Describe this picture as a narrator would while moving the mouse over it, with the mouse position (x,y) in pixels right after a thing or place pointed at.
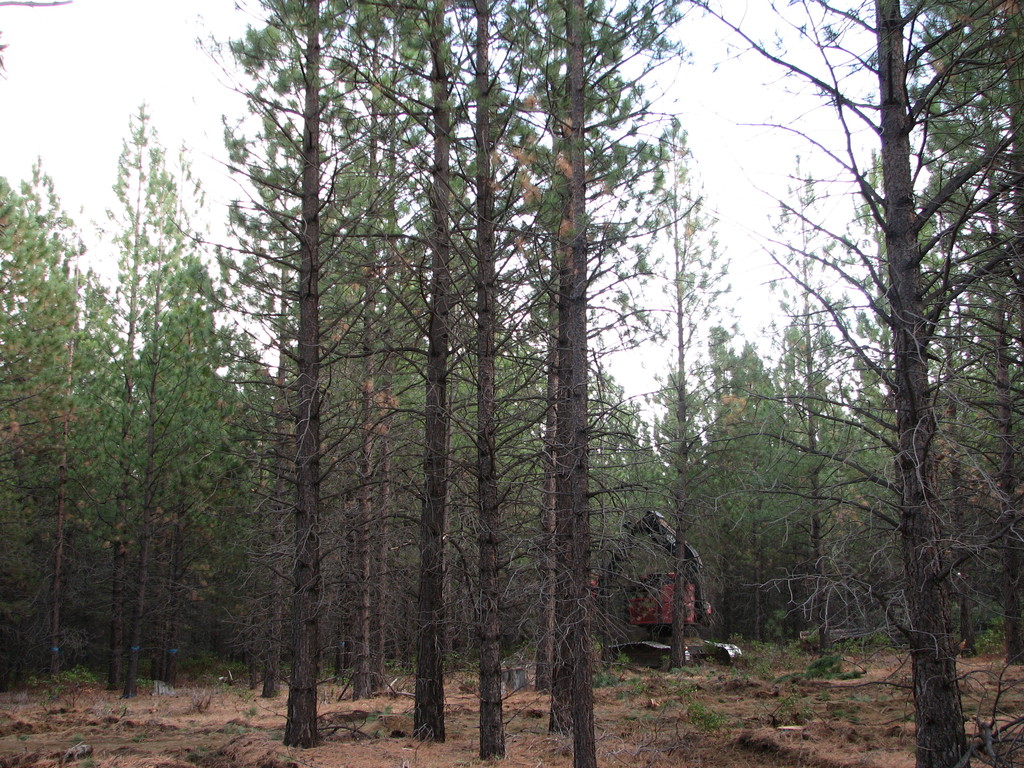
In this picture I can see few trees (1003,629) and it looks like a machine (687,576) on the ground (722,672) and a cloudy sky (41,65).
